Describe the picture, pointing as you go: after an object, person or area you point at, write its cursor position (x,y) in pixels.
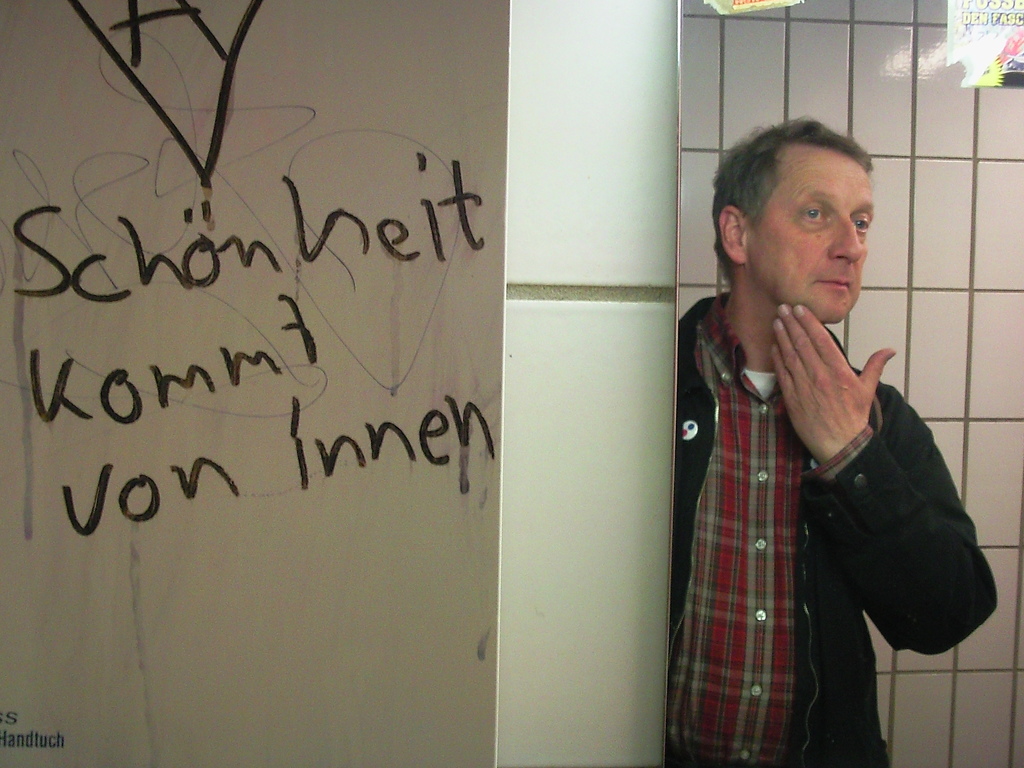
In this image on the right (799,392) there is a man (796,415), he wears a jacket (809,555), shirt (744,540). On the left (219,487) there is a board (358,261) on that there is a text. In the middle (620,388) there is a wall (619,363). At the top (966,61) there is a poster (966,35) and text (982,17).
